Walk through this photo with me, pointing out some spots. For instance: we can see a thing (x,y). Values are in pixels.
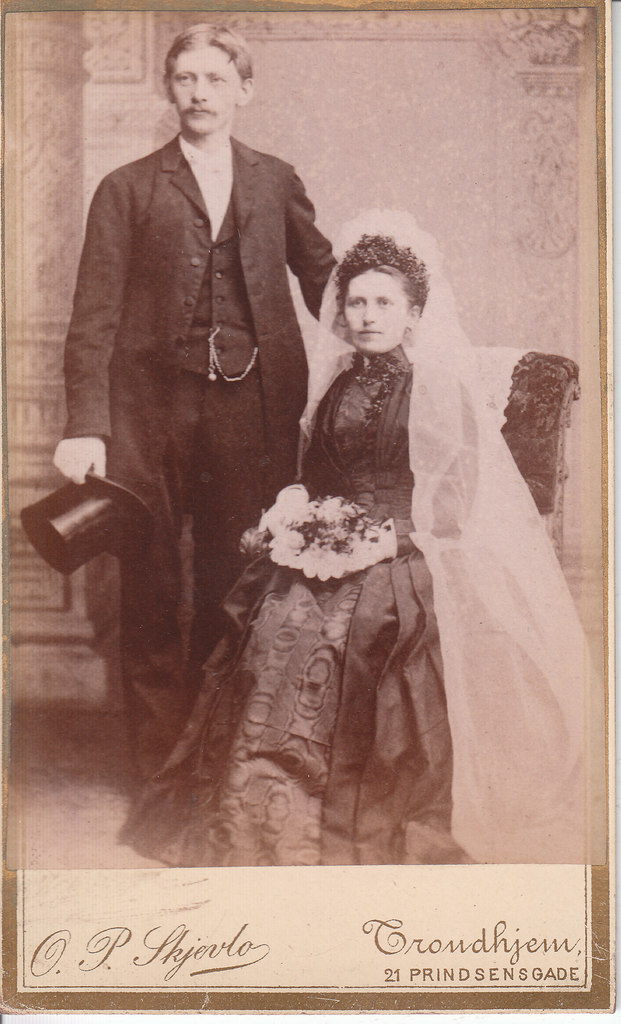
In this image I can see woman (406,511) is sitting on the chair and holding something. The man (215,421) is standing and holding hat (108,493). The image is in black and white.
